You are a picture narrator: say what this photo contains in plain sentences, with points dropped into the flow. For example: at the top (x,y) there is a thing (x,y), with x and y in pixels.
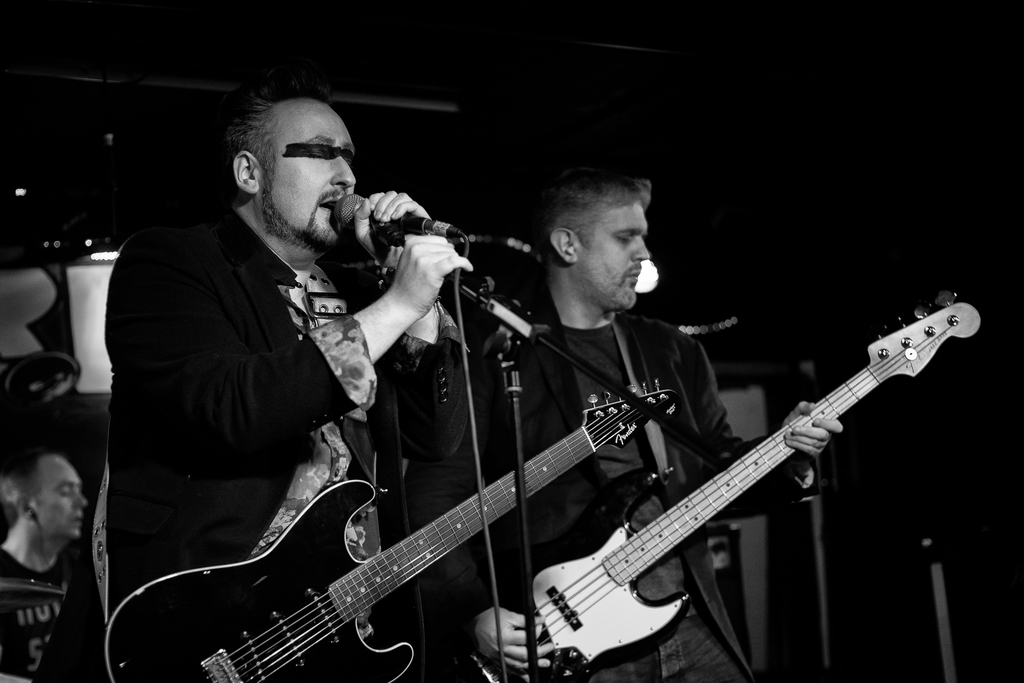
This is a black and white image. This looks like a musical concert where there are two people (567,416) in the front side (546,311). One of them who is on the left side (179,382) is singing songs, the one who is in the middle (598,274) is playing guitar (714,481). Behind them there is a person (77,515).
